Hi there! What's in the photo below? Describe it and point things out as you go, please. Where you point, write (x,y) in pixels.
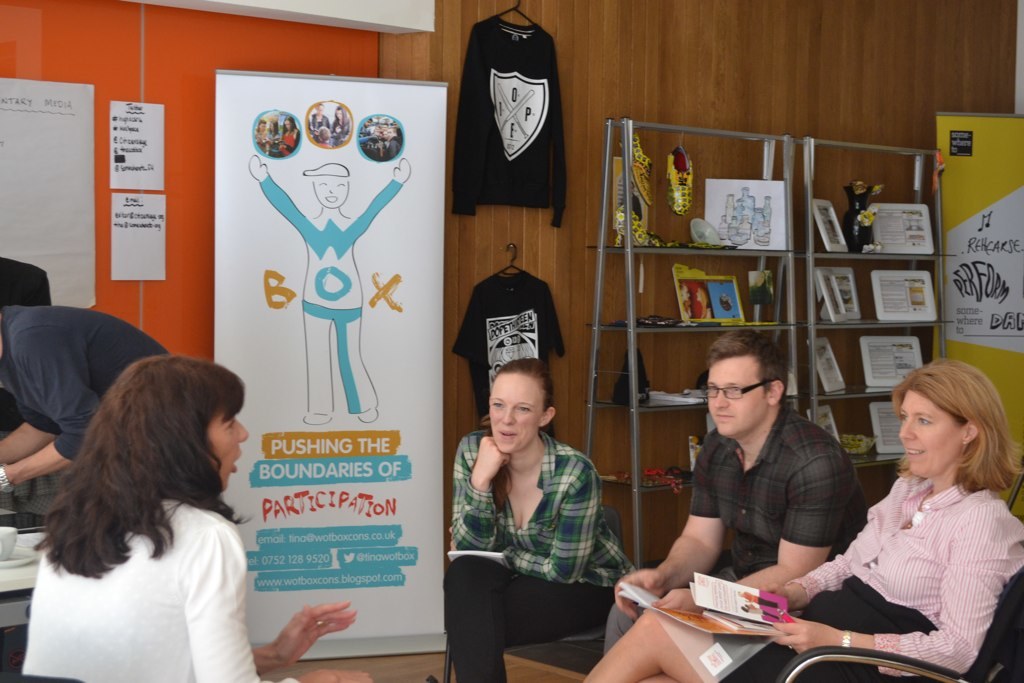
In this image we can see some group of persons (954,510) sitting on chairs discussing between themselves and in the background of the image (782,253) there are some items (826,279) arranged in shelves (805,210), there is a T-shirt (538,91) which is hanged, there are some boards (983,235) and a wall (583,66).
